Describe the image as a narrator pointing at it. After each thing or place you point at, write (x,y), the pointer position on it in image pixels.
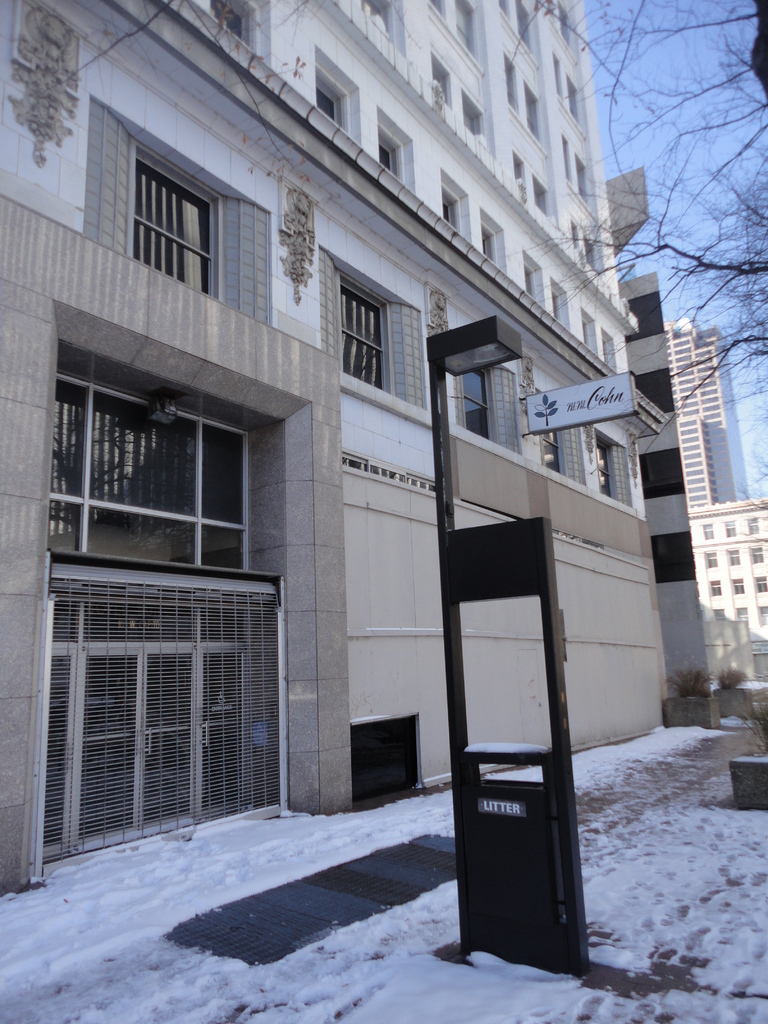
In this image we can see buildings (256,617) and trees (723,315). At the bottom of the image (259,878) we can see snow (746,837). In the background (643,374) there are buildings (619,367) and sky (631,76).
